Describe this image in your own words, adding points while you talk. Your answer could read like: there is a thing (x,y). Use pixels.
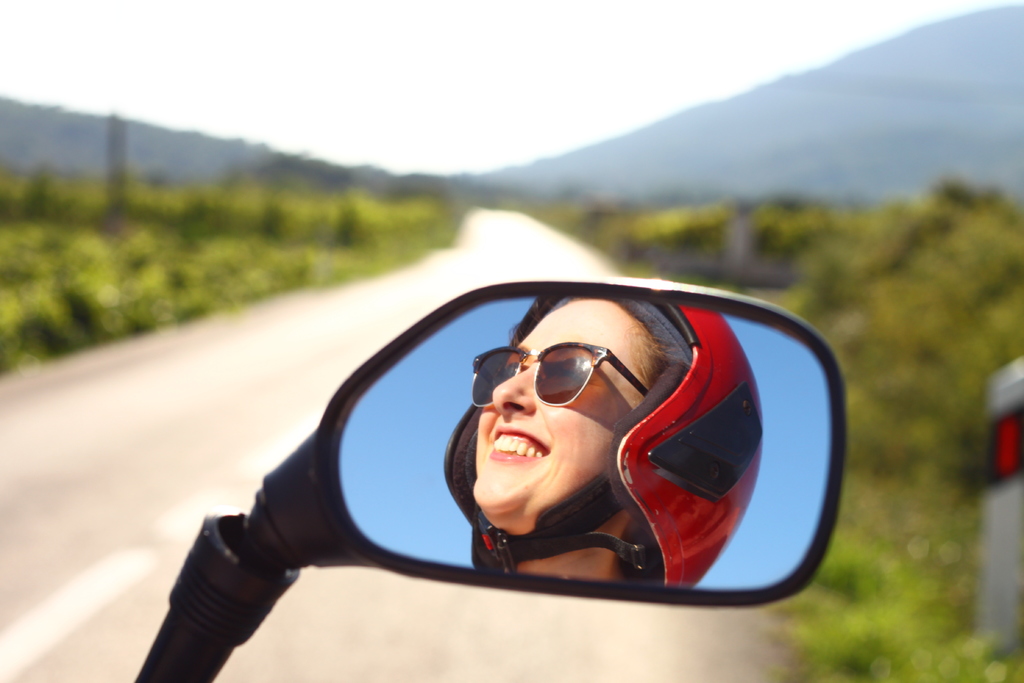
In the center (579,317) we can see the reflection (591,320) of a person (716,328) wearing helmet (701,399) and sunglasses (557,371) in the mirror (807,537). In the background (291,386) we can see the sky (501,44), green leaves (250,229), ground (294,373) and some other objects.
